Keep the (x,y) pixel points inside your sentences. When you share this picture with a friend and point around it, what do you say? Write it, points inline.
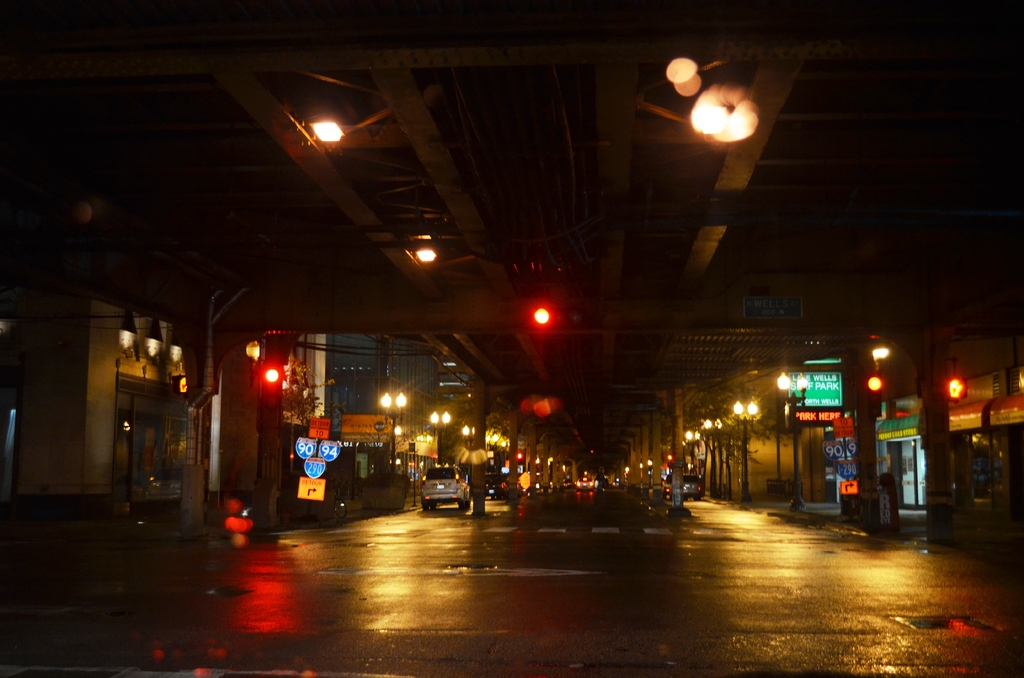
In this image we can see the buildings (379,361) on the left side (233,387) and the right side (893,448) as well. Here we can see the decorative light poles (787,378) on the side of the road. Here we can see the cars (450,472) on the road (440,508). Here we can see the name sign board (813,379) on the right side (796,393). Here we can see the direction indicator boards (317,477) on the left side (311,447) and the right side.
